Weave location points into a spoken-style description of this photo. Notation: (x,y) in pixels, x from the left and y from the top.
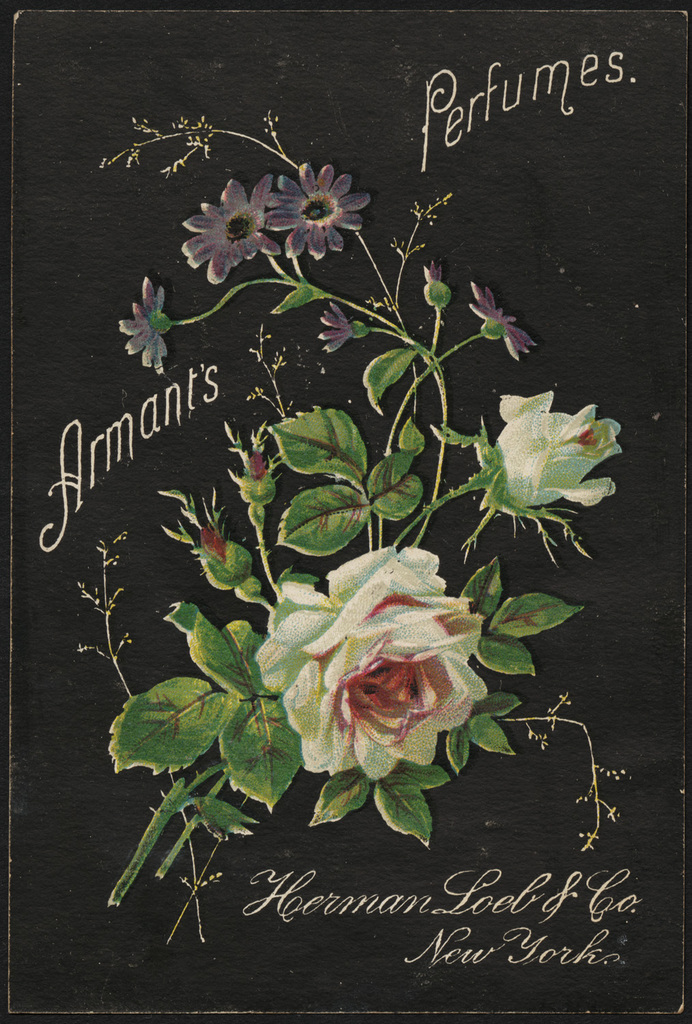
In the image there are beautiful paintings (328,490) of flowers (315,591) on a black background and around the flowers (321,631) there are some names (565,81).
